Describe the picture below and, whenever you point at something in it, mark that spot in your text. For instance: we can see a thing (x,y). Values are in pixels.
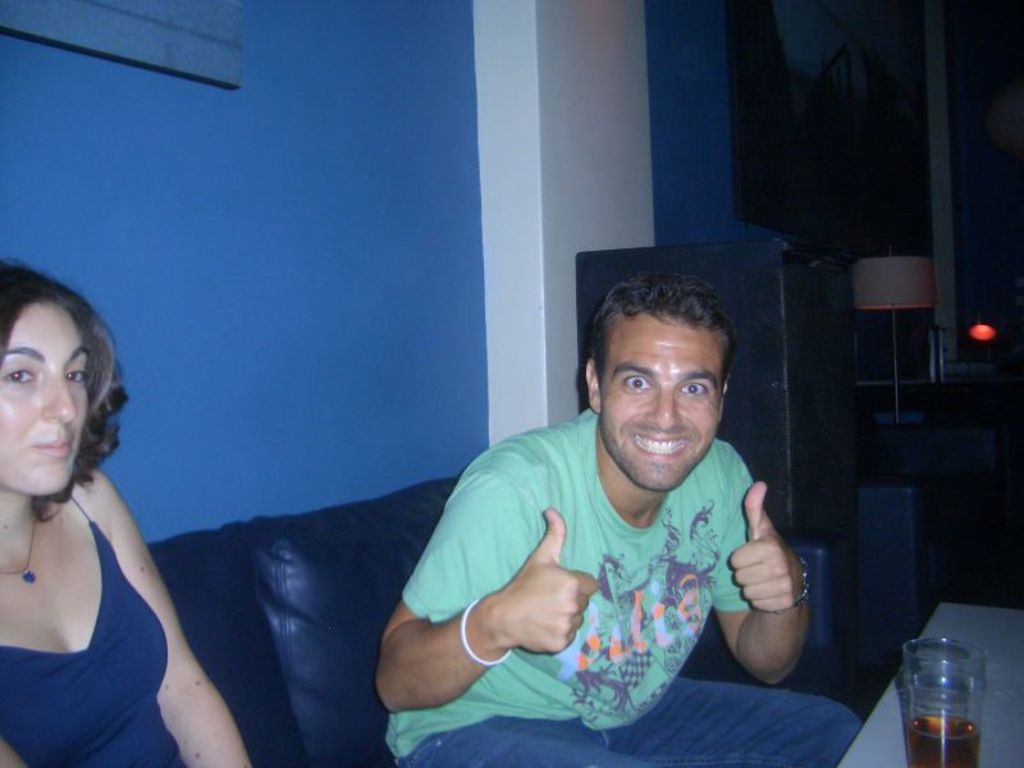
This is the man (455,703) and woman (188,677) sitting on the couch (319,591) and smiling. I can see a glass (927,724) of liquid (949,736), which is placed on the table (963,617). This looks like a lamp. I can see a frame (795,42), which is attached to the wall (627,103). I think this is an object (802,369).
